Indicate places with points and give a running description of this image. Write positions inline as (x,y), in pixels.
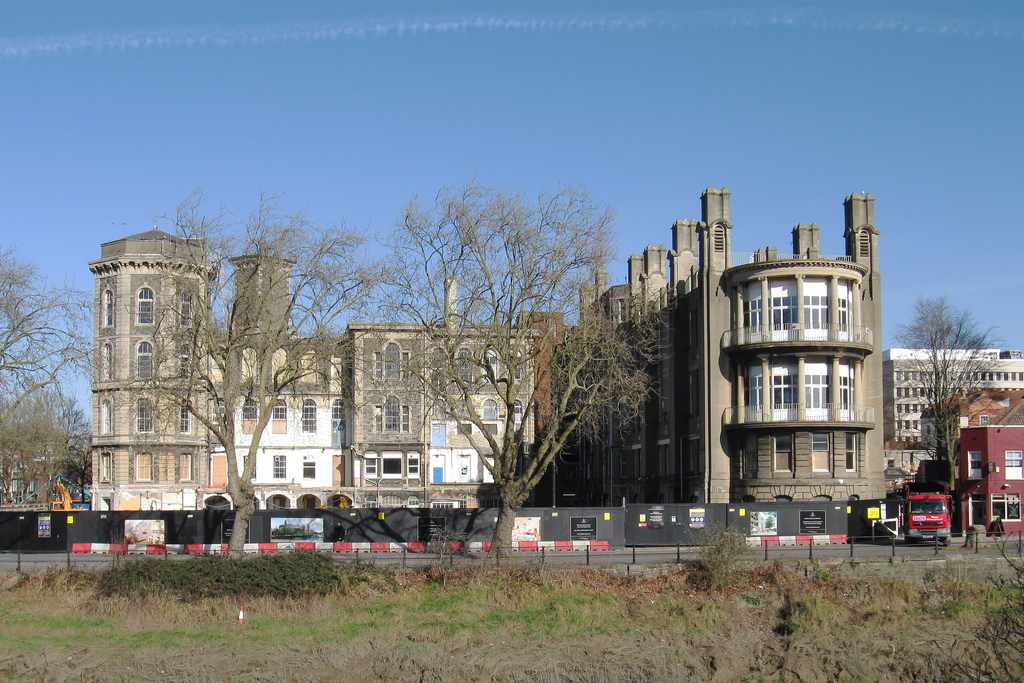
In this picture there is a old castle type building (100,407) with many windows (795,362). In the front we can see two dry trees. In the front (618,653) bottom side we can see fencing railing (870,531) and a ground (790,646).
